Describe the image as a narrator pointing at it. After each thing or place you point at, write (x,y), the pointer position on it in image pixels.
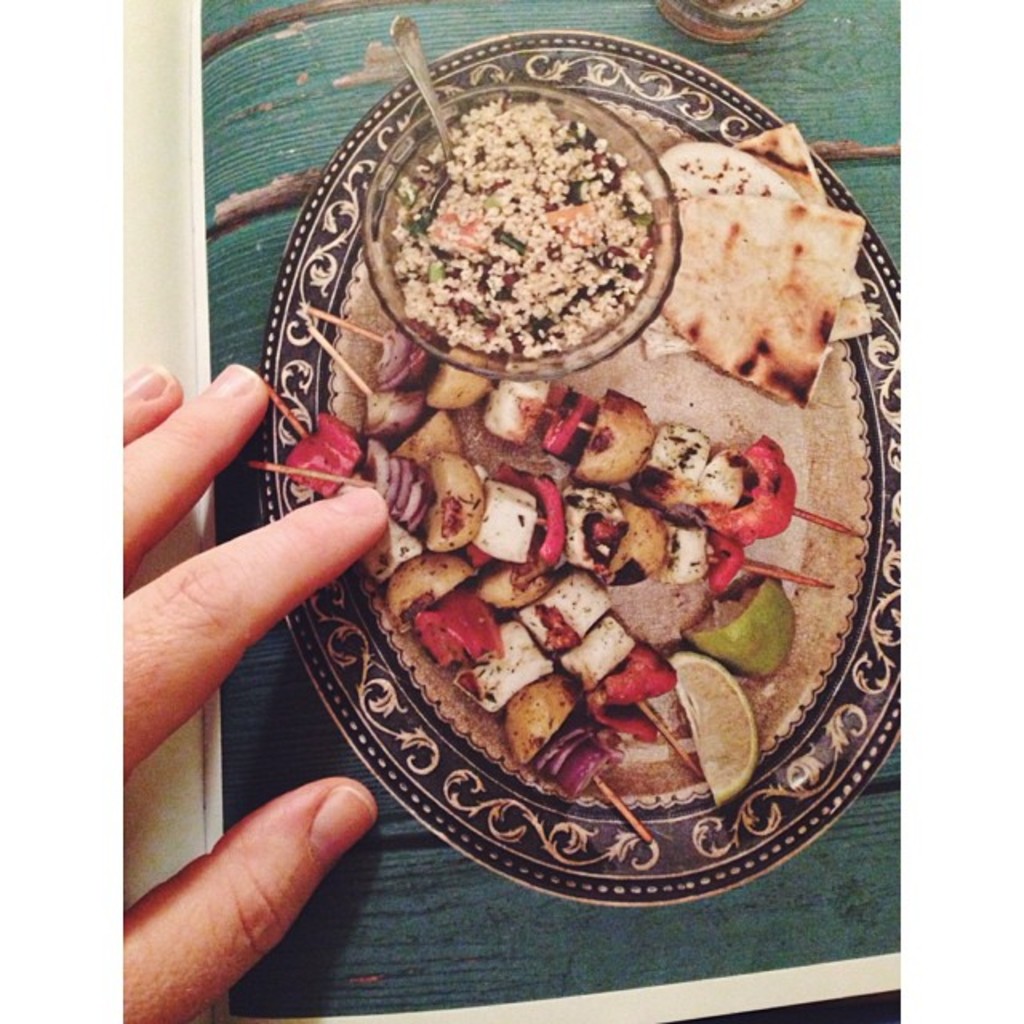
In this image I can see the paper (290,112). On the paper (266,229) I can see the plate (518,848) with food (589,465). The plate (560,840) is on the green color surface (564,919). And I can see the person's hand (304,580) on the paper (272,639).
